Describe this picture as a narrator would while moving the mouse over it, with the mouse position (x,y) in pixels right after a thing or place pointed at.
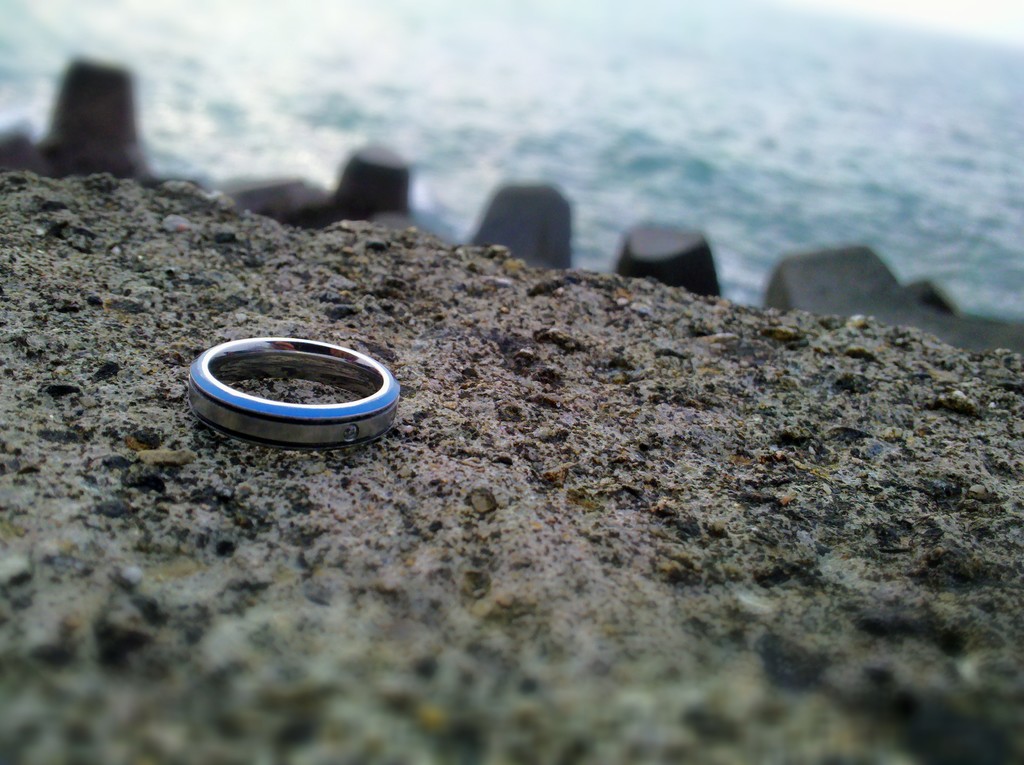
In the center of the image (353,361) an object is there. At the bottom of the image (619,615) ground (653,583) is there. In the middle of the image (623,275) some rocks (639,249) are there. At the top of the image (702,121) water (709,74) is there.
